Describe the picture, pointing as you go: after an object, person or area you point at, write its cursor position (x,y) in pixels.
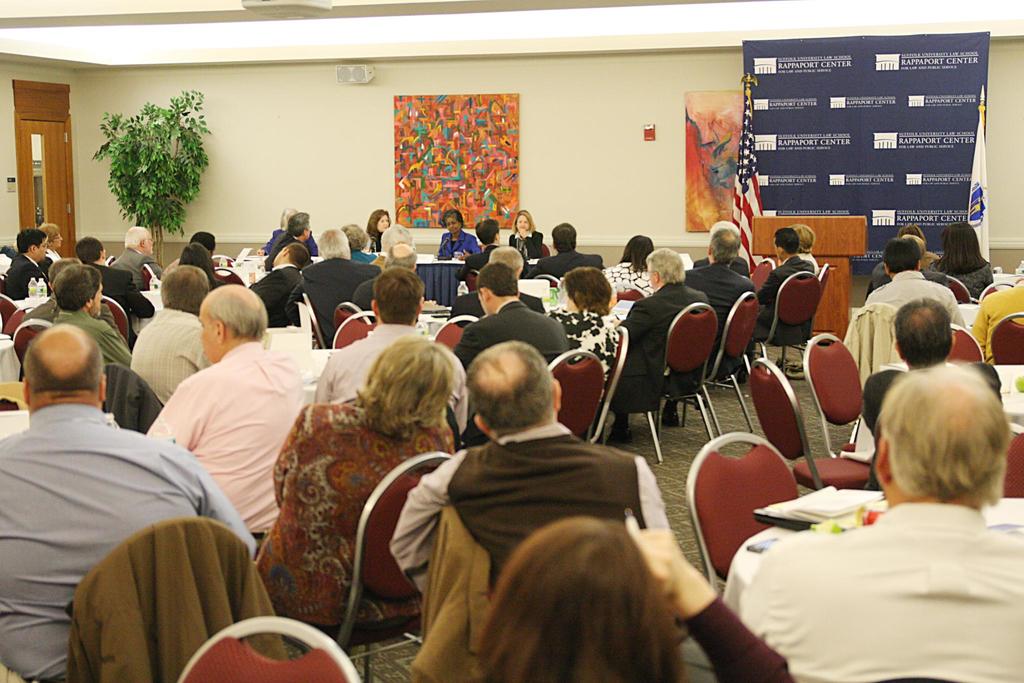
In this picture we can see group of persons (196,257) sitting on the red chair (843,351) near to the table (6,409). On the right (804,516) we can see book (824,506), paper (837,502) and other objects (831,524) on the table (781,534). On the top right (933,198) we can see banner (917,177) and flags (750,147) near to the speech desk (848,222). Beside that we can see painting (711,152) near to the wall (641,107). On the left (46,156) there is a door (36,137) near to the plant (165,180). On the top (748,14) we can see light (388,37). Here we can see four persons (470,245) sitting near to the blue color cloth (442,269).
